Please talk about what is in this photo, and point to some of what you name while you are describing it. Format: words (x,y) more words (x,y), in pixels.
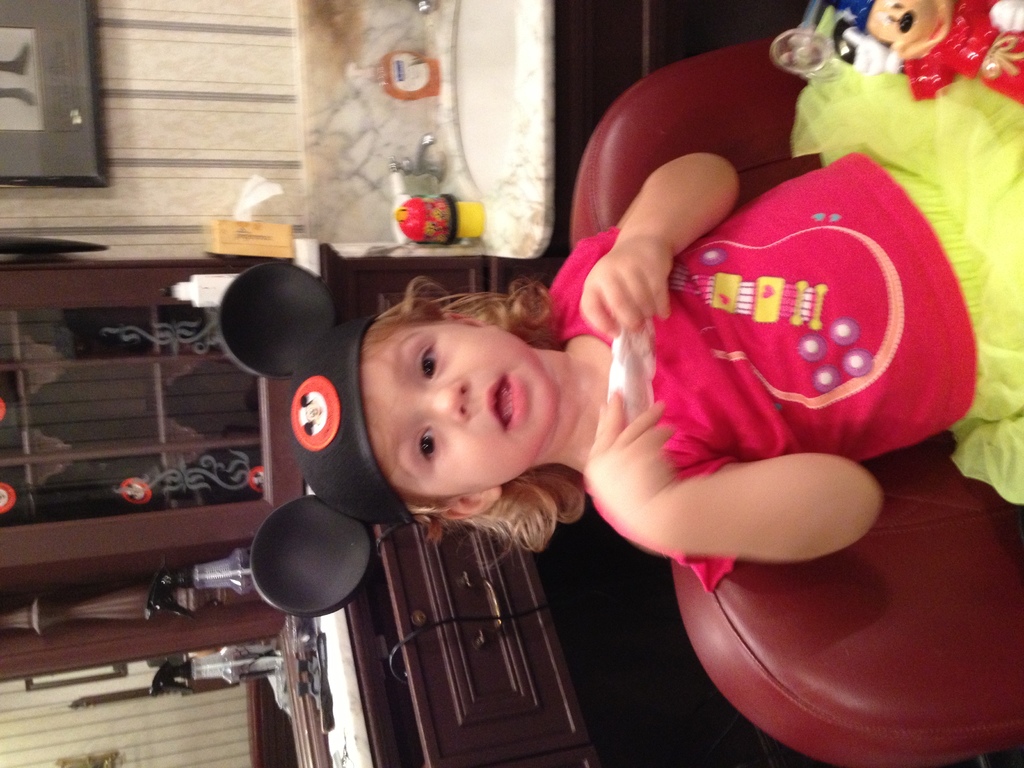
In this image we can see a girl (759,392) and she is holding an object (619,368) in her hand (617,412). There are many objects (438,197) placed on the table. There is a photo (53,95) on the wall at the left side of the image (35,113). There is a toy (997,23) at the right top of the image (842,30). There are few objects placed in the cupboard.
